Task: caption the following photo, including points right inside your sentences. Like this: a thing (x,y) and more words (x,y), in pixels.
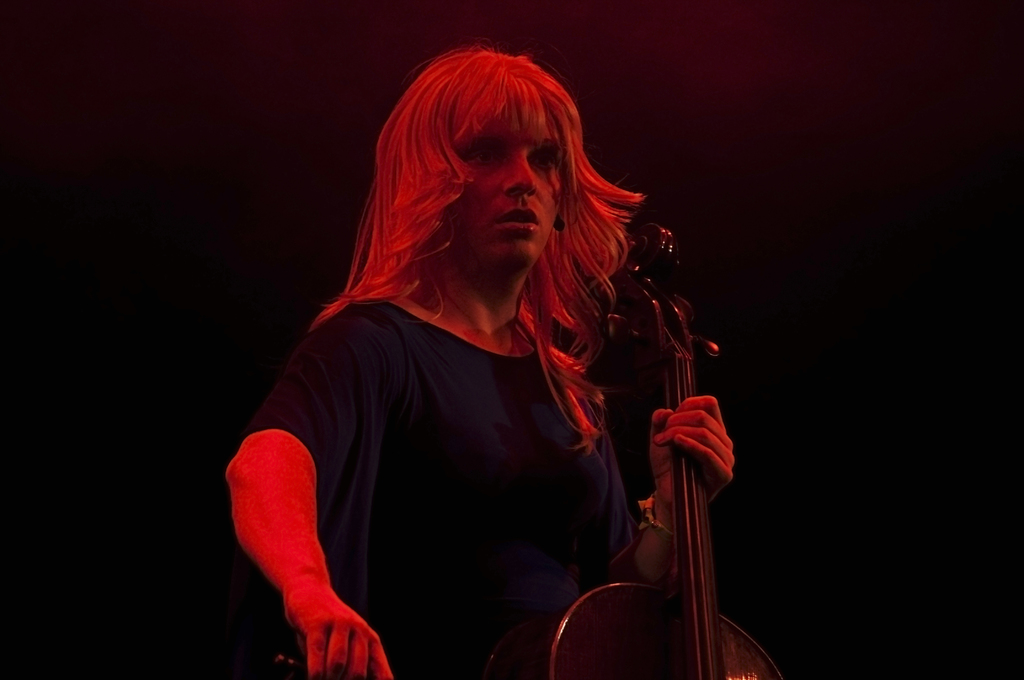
This is the picture of a woman (442,349) in blue t shirt (495,445) holding a cello (675,522). The background of this woman (484,404) is in black color.
